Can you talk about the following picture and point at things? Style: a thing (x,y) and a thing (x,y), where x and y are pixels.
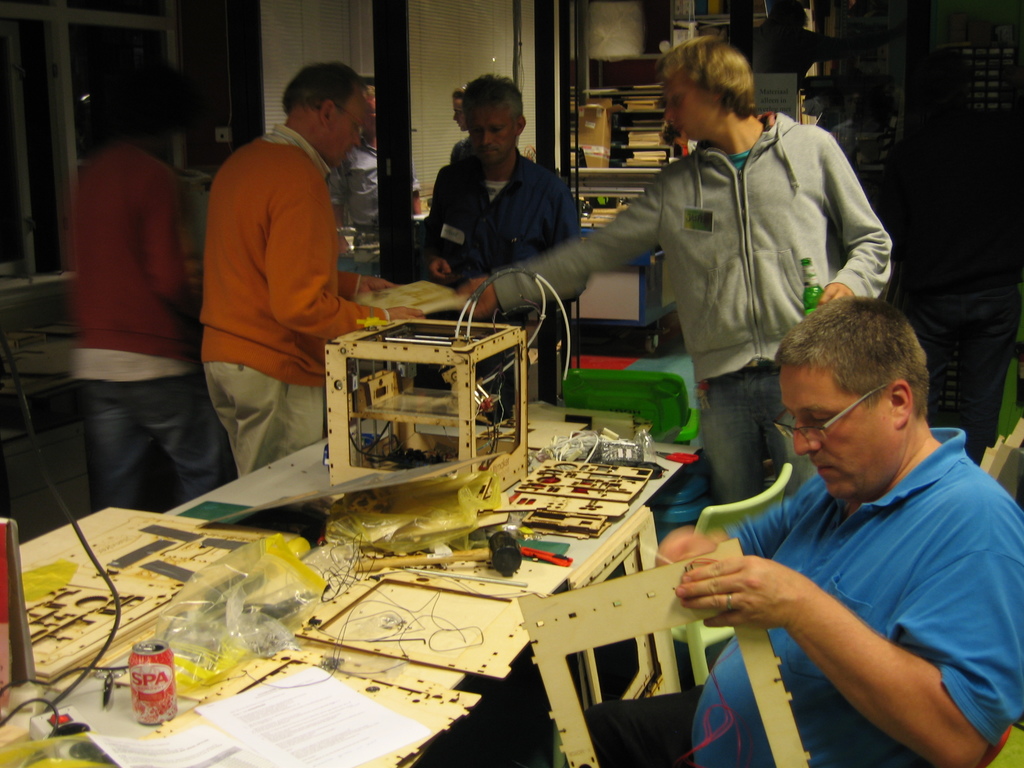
In the picture there is a table (429,485) and there are some objects (269,569) placed on the table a person (723,566) sitting in front of that table (487,665) is working with some object (578,602), there are few other people (145,241) standing behind the table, one person (791,282) is holding a bottle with his hand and on the left side (63,54) there is a window (148,6). In the background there are three other people (854,36) inside a room (455,61).
